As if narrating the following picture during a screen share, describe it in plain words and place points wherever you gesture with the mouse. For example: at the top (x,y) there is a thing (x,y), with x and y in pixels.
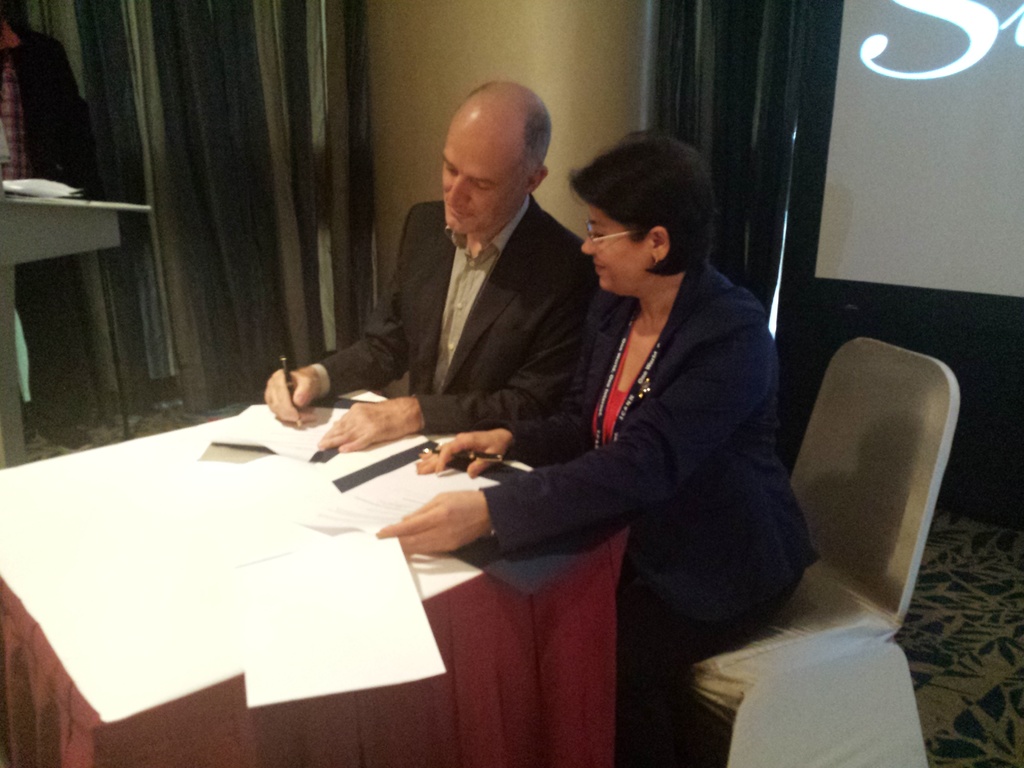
In this image there are chairs (852,763) and tables (480,759). There are papers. There are people (596,246). There is a wall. There are curtains (170,324).
